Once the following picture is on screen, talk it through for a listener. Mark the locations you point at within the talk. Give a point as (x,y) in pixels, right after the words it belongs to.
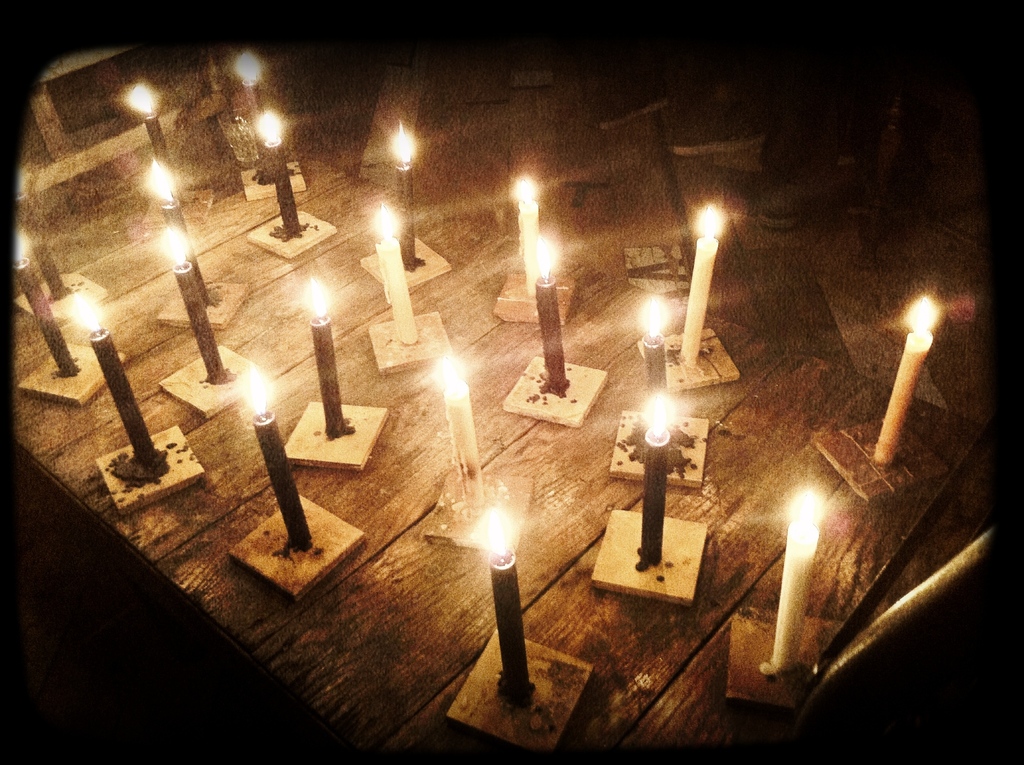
In the image on a table (183,505) there are many candles (897,436) on stands (558,699). The background (821,130) is blurry.
